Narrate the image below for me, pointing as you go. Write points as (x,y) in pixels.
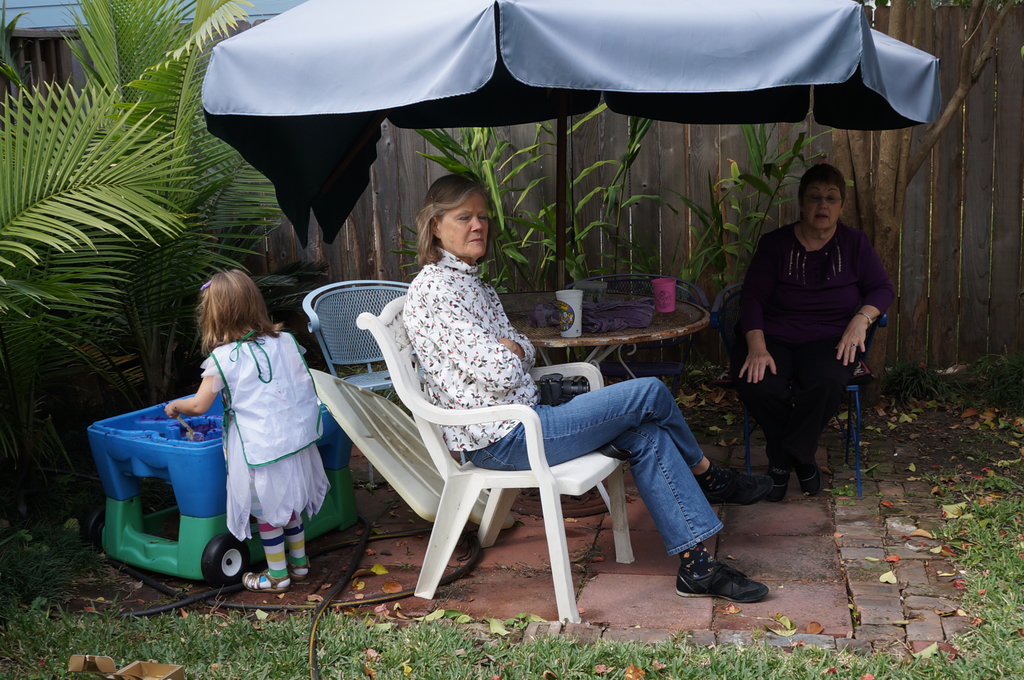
This picture is taken in the garden (894,417). Two women (676,413) are sitting on chairs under the table umbrella (693,103). The kid (288,370) is playing beside them. The woman (461,375) in the front (475,375) wore a white shirt (528,372) and blue jeans (604,407). There is a camera (557,398) on her lap (577,412). there is a table (586,341) and on it there are glasses (656,287) and a cloth (593,304). In the background (600,263) there is a wall (626,146). there are also plants (442,130), grass (208,636), dried leaves (386,584) and a water pipe (309,608) in the image.
